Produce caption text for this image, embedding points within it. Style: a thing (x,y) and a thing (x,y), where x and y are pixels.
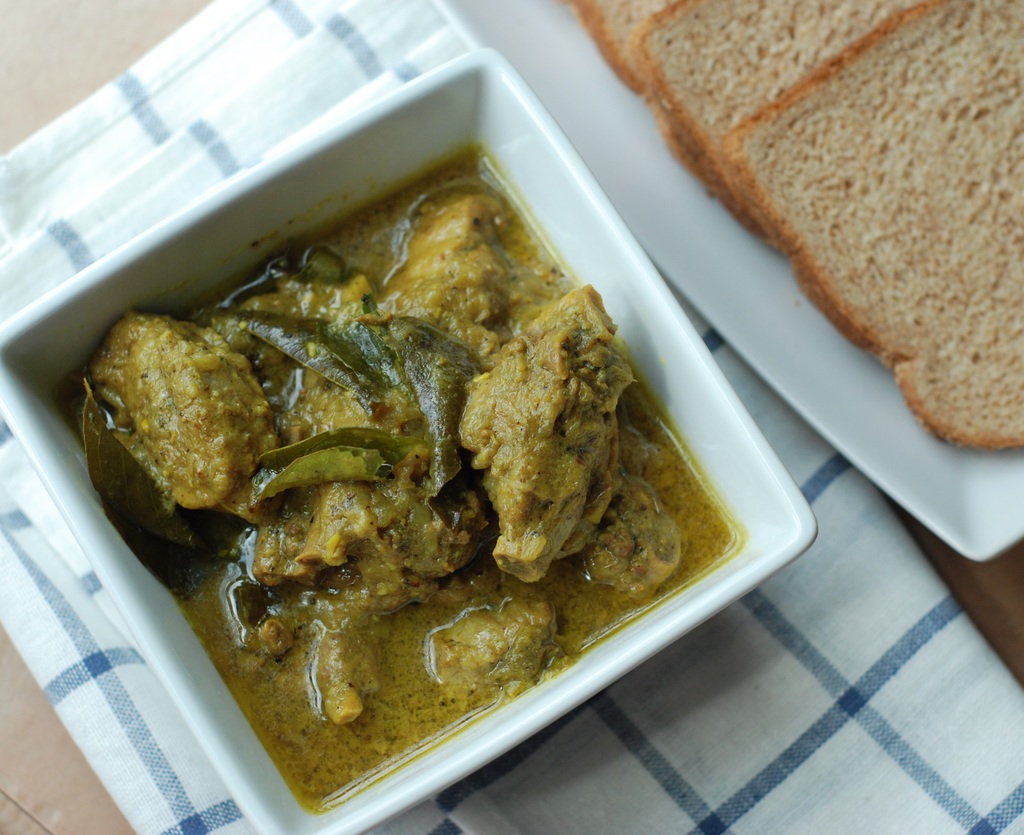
In the image there is some curry (530,357) served in a bowl (630,325) and beside that there is a plate (633,98) and on that plate (558,86) there are few bread slices (778,143).
